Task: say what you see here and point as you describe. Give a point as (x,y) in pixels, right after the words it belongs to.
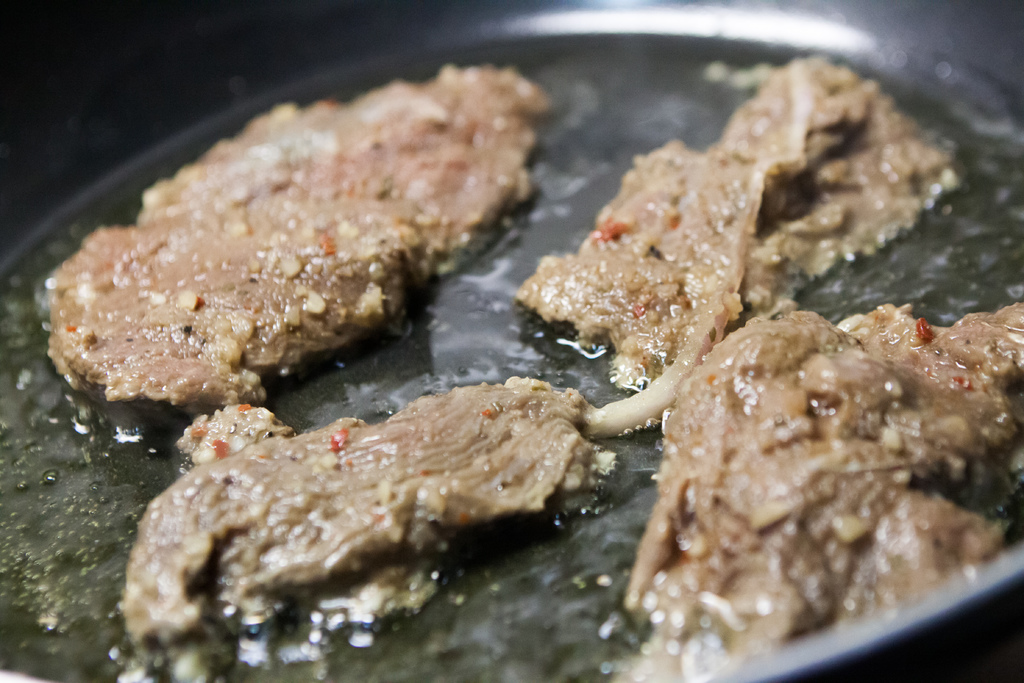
This image consists of food (442,152) which is in the pan (807,275).
